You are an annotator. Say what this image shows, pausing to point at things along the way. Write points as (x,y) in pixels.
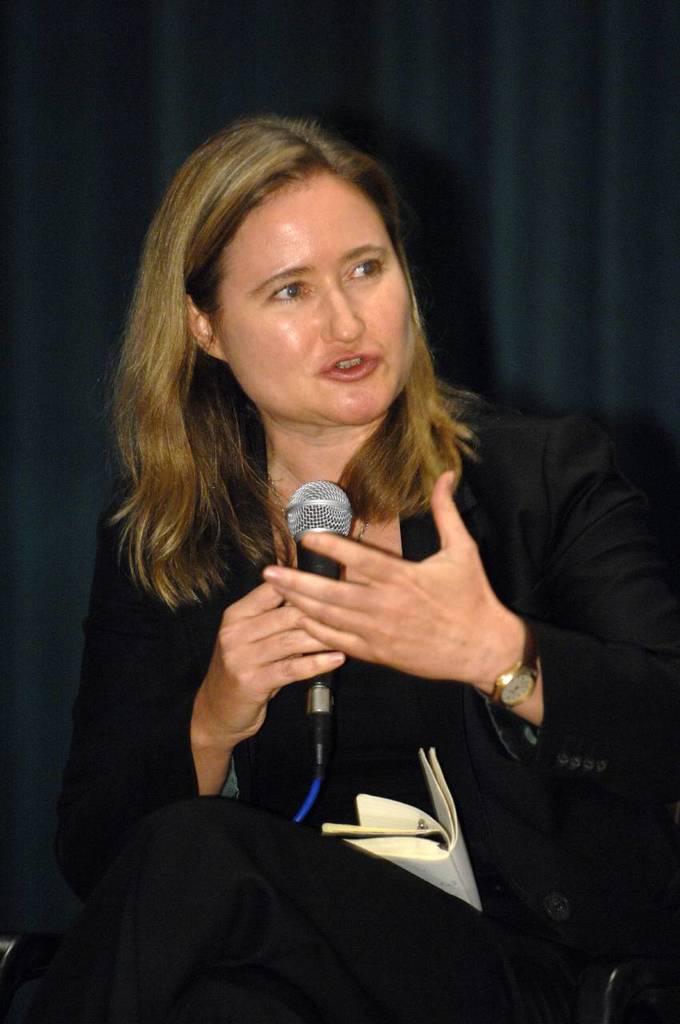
In this image we can see one woman (583,744) sitting on the chair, holding a microphone (313,517) with wire (317,777) and talking. There is one object (471,898) on the woman lap (213,878) and it looks like a black curtain (408,90) in the background (59,398).
